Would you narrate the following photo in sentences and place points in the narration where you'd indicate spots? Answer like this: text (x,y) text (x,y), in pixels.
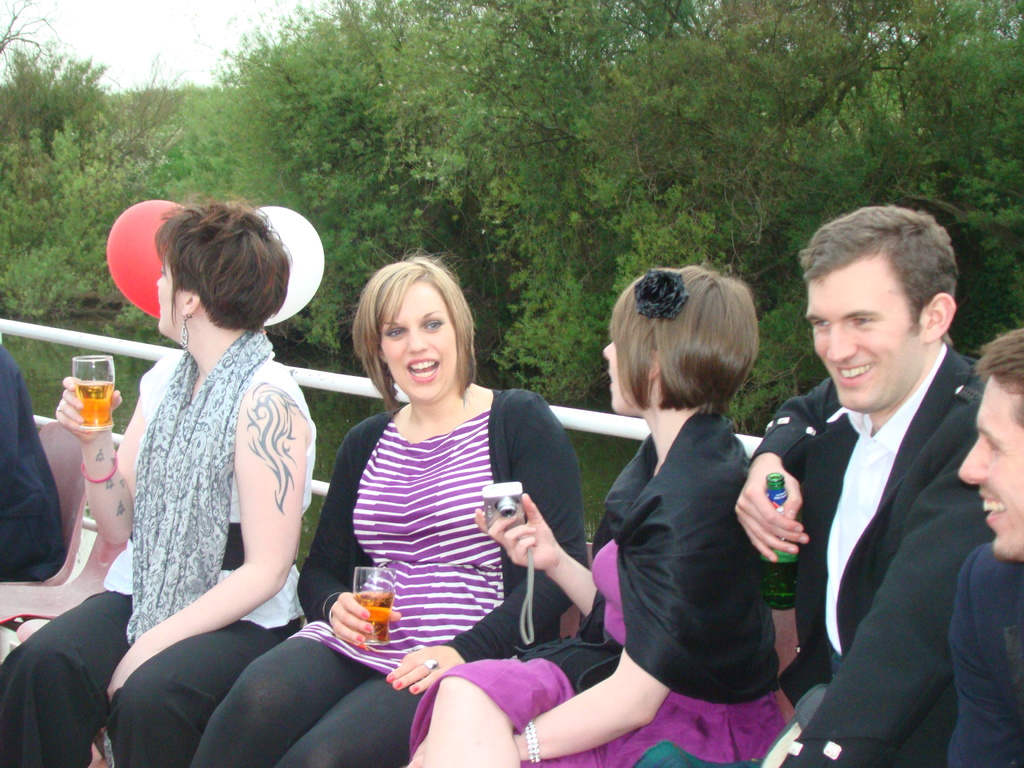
This picture shows a group of people (30,682) seated on the chair (53,440) and we see few trees (511,28) around and two woman (234,425) holding glasses (97,363) in their hand (356,641) and a woman (537,520) holding camera (515,489) in her hand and a man (863,629) holding a bottle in his hand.
